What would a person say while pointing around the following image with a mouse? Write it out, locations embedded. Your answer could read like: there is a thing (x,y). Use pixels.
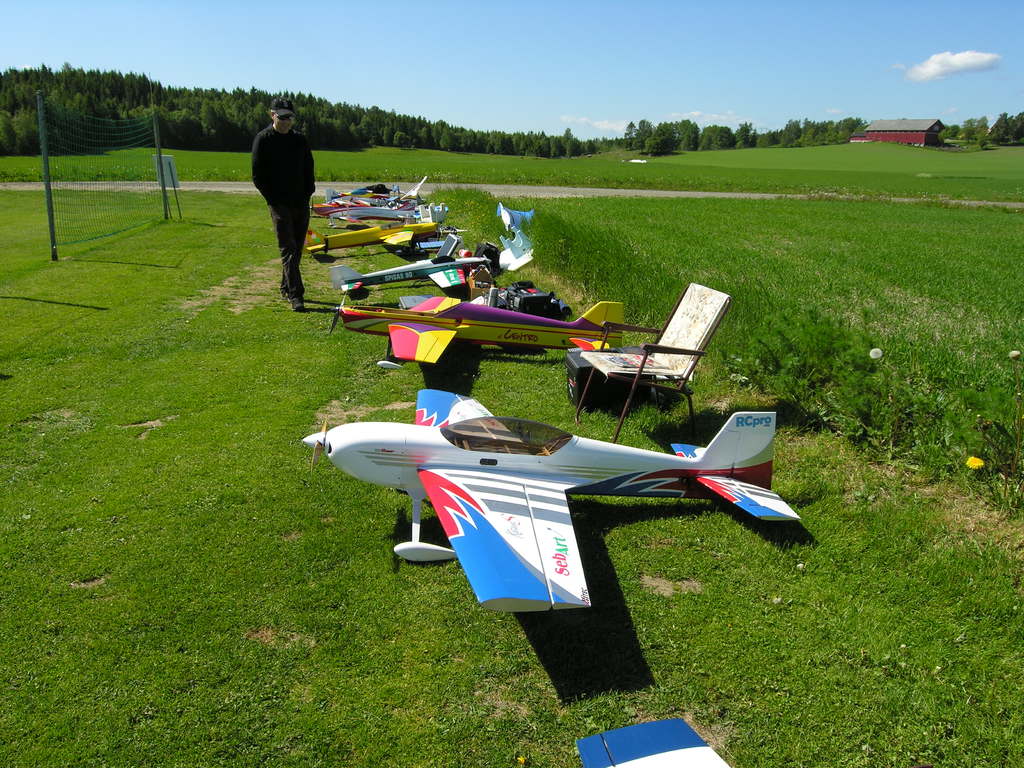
In this image there are demo airplanes (492,459) on the grass (882,724), there is a person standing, a chair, a net (120,176), there are trees (834,141), a house (893,138), and in the background (851,96) there is sky (609,136).
